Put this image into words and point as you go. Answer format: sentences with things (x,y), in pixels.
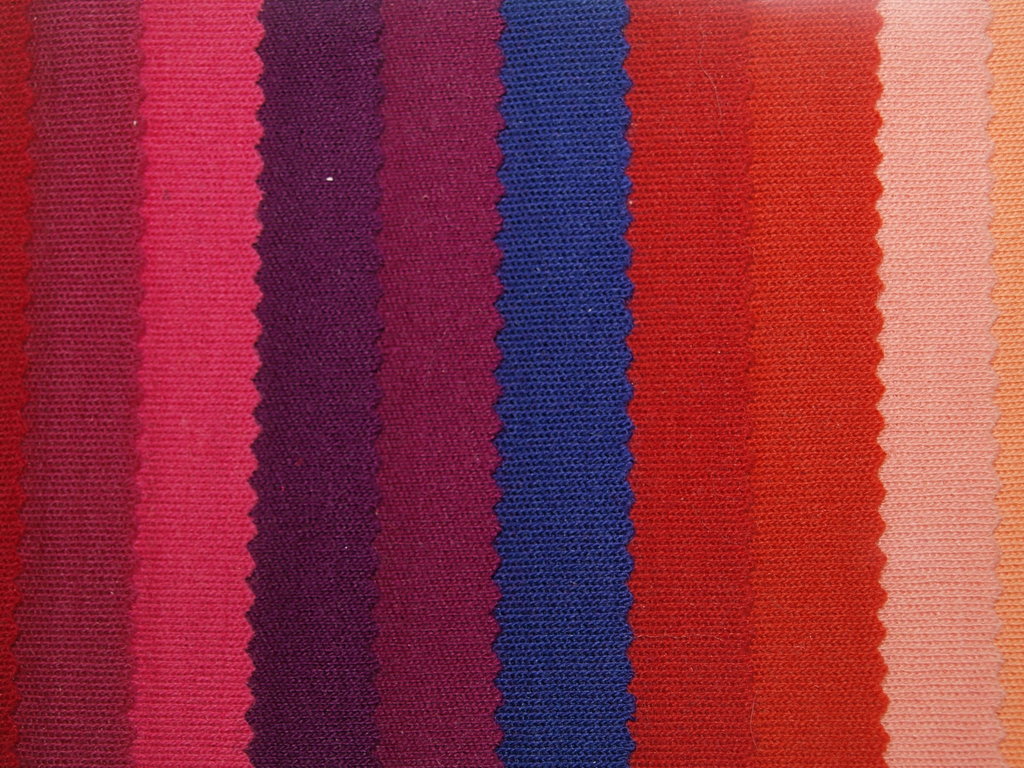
This is a picture of the cloth (398,425) with various colors.
